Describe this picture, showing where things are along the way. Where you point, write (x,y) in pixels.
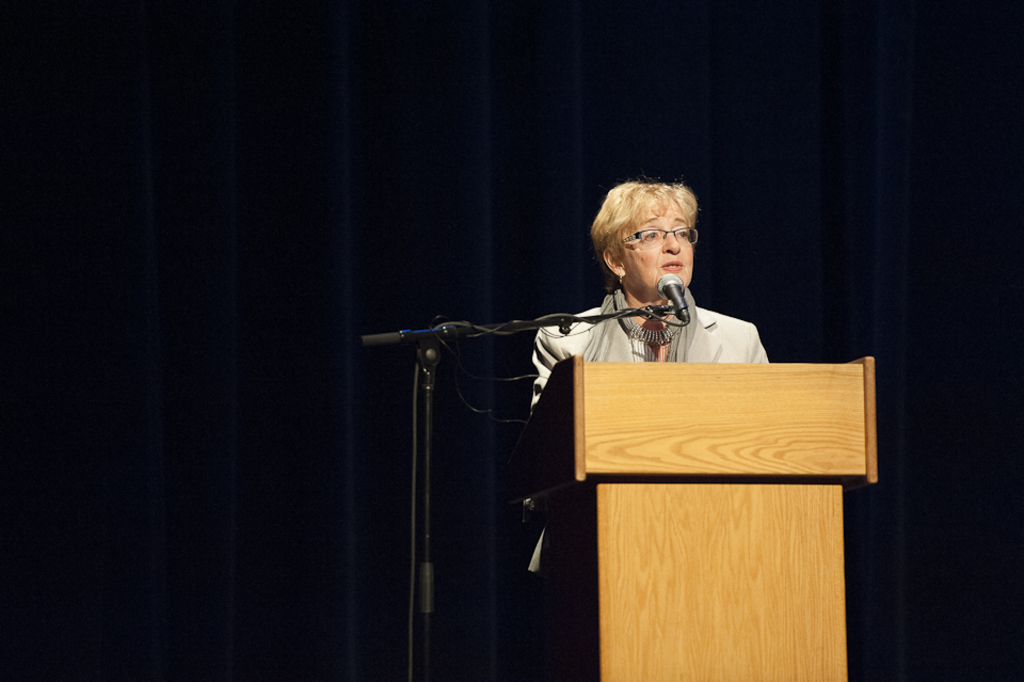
In this image, on the right side (737,326), we can see a woman (728,338) standing in front of the podium (840,597). In the middle of the image (516,325), we can also see a microphone (552,319) with electrical wires (480,334). In the background (914,126), we can see black color.
